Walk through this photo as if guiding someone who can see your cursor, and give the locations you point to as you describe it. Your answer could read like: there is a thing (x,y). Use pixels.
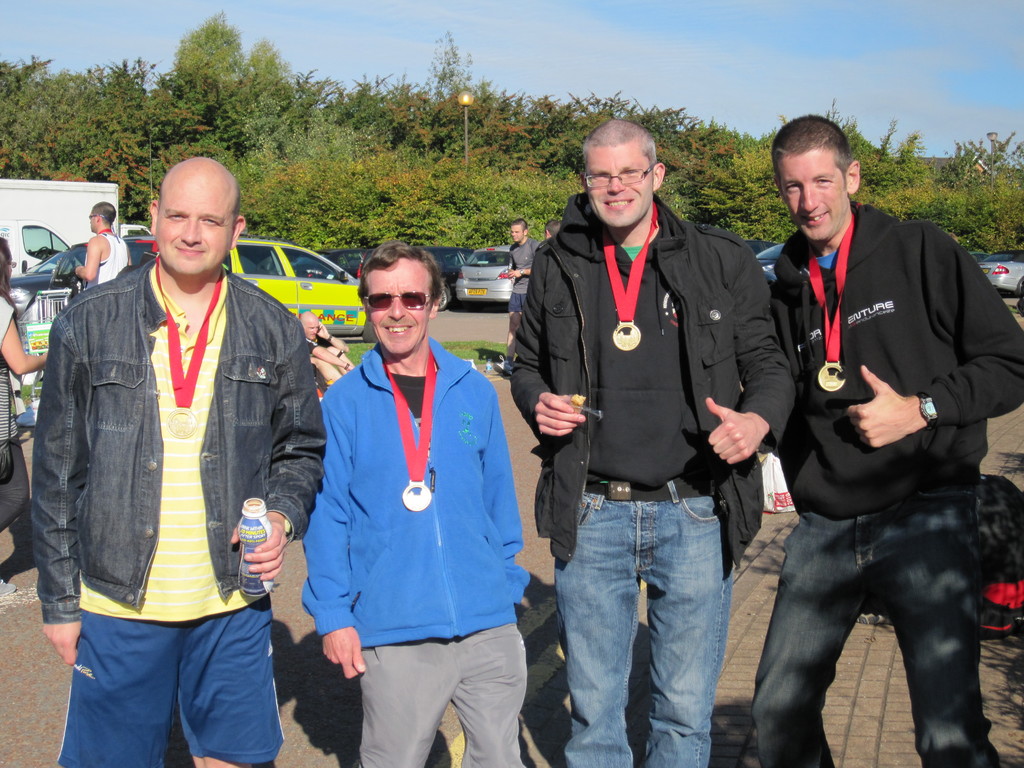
In this image I can see four men (642,471) are standing and smiling, they wore medals (429,426). At the back side (346,282) there are few vehicles (347,286) and trees (457,182), at the top (592,24) it is the sky (593,23).
